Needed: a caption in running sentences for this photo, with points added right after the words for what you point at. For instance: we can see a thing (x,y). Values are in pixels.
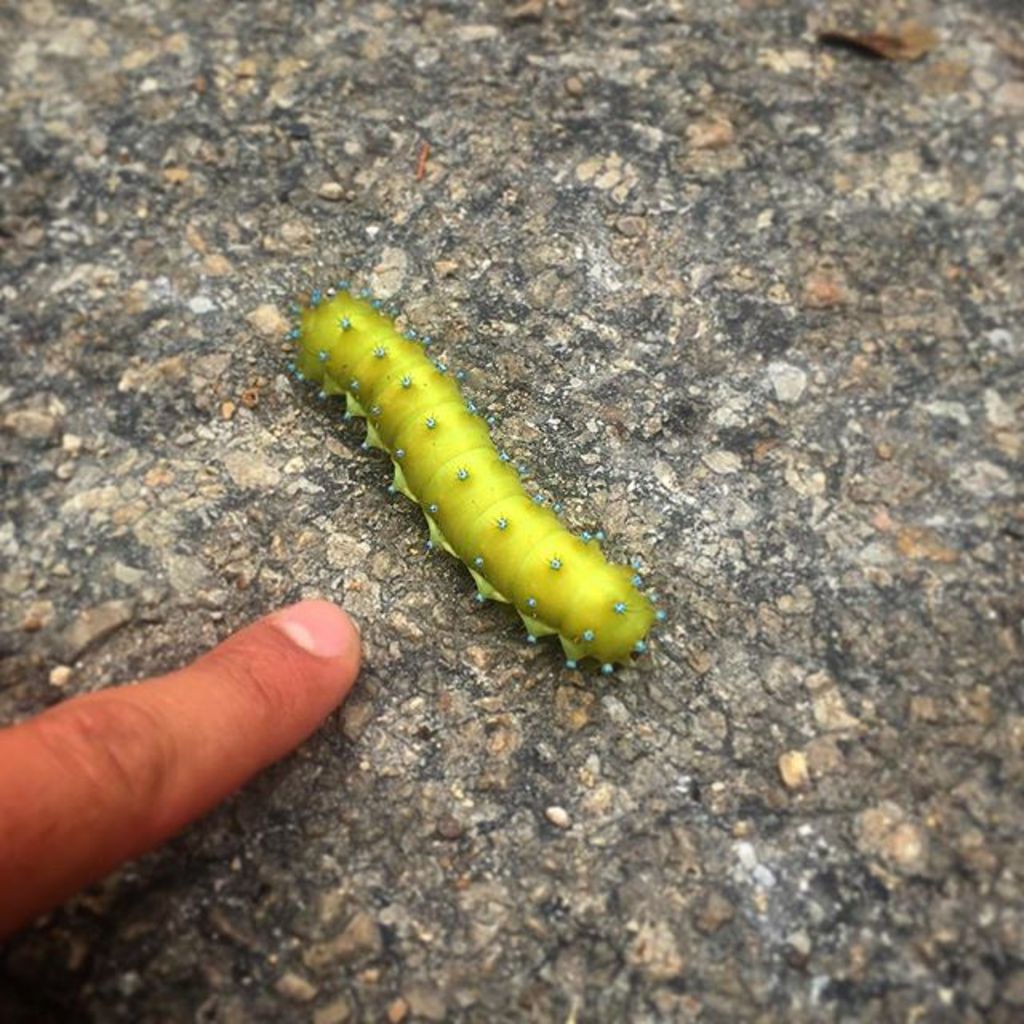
In this picture I can observe a green color insect (453,467) which is looking like caterpillar (435,420). On the left side (300,675) I can observe finger (153,723) of human hand (165,755).
